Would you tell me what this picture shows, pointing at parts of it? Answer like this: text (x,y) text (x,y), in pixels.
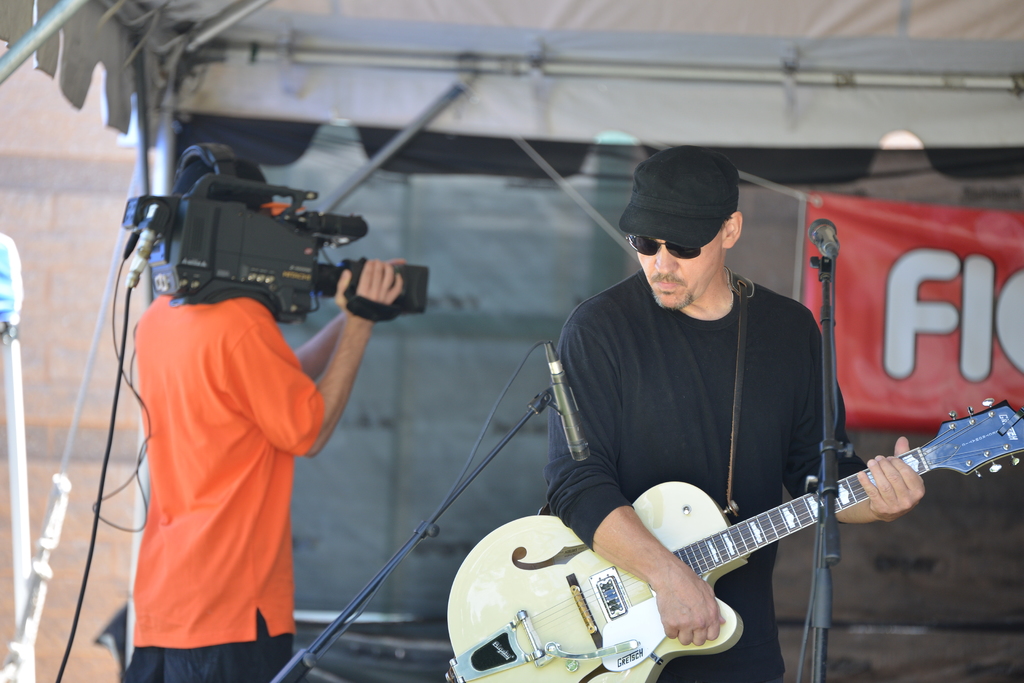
In this image, There is a man (906,451) standing at the right side (744,467) holding a music instrument (644,614) and there are microphones (575,430) which are in black color, There is a man (213,462) holding a camera (257,270) at the left side (199,505), and in the background (919,363) there is a wall (485,261) and a poster (922,268) in red color, and in the top (838,96) there is a white color roof (678,28).
